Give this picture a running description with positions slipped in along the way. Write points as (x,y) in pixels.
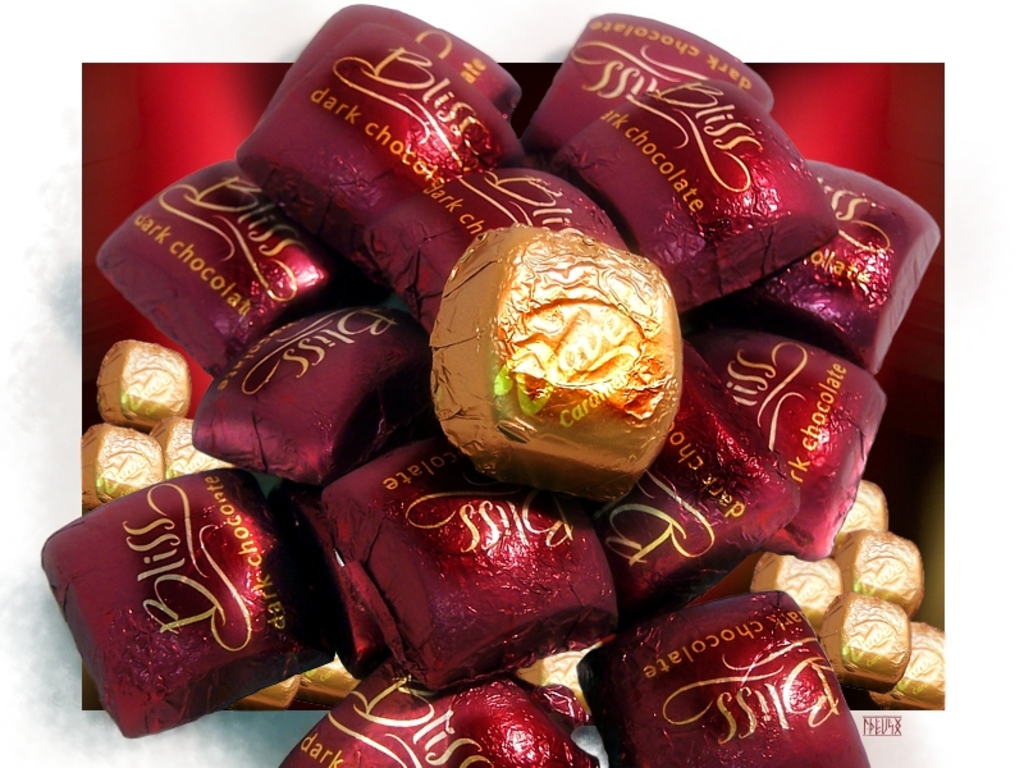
In the image there are bunch of chocolates (419,191) wrapped in wrappers (564,247) above a chocolate box (194,123).
